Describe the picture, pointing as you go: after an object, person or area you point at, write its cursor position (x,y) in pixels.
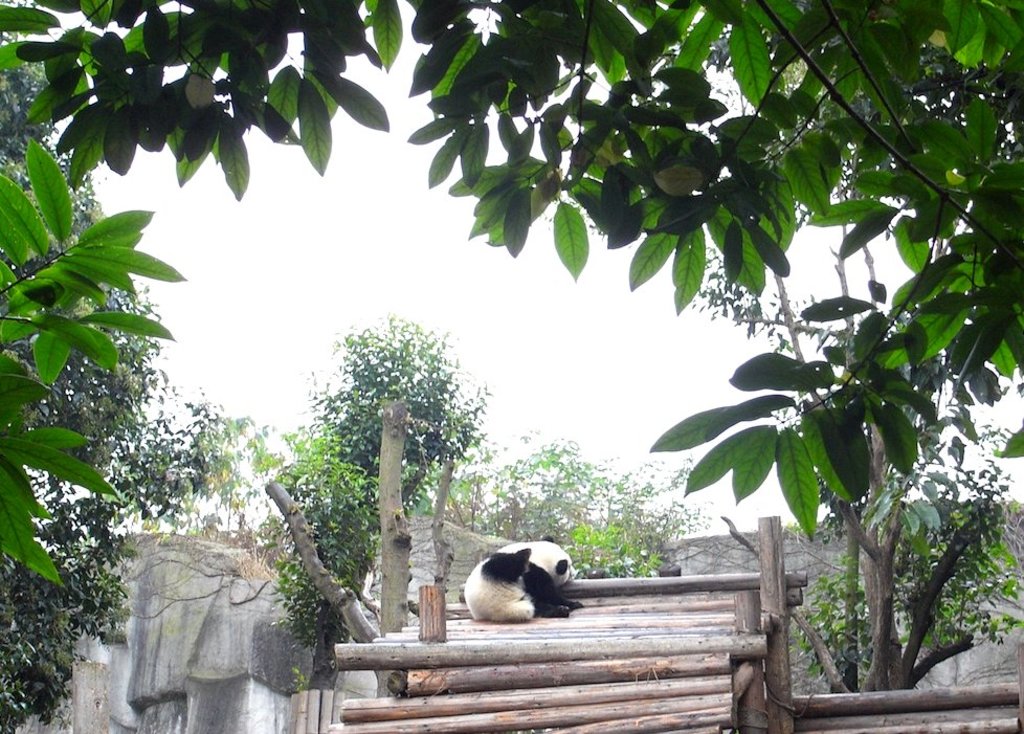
In this image we can see a bear (501,570) on the wooden sticks (623,633). We can also see the trees (625,478), wall (755,560) and also the sky (604,343).
